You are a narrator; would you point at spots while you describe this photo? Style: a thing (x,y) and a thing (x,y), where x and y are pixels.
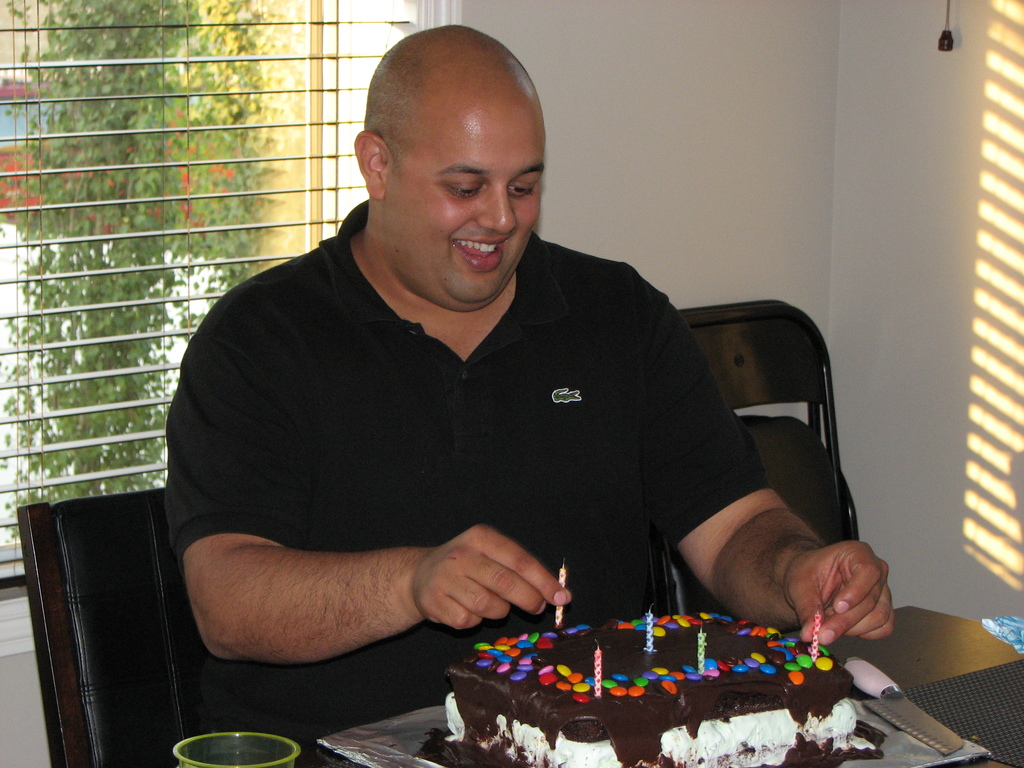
In this picture there is a man (363,475) sitting in the chairs (163,669) and smiling in front of a table (855,640) on which a cake (632,681) and candles (600,663) were placed. In the background (224,238) there is a window (216,210) through which some trees (103,182) were seen. In the right side (714,77) there is a wall (659,108).
